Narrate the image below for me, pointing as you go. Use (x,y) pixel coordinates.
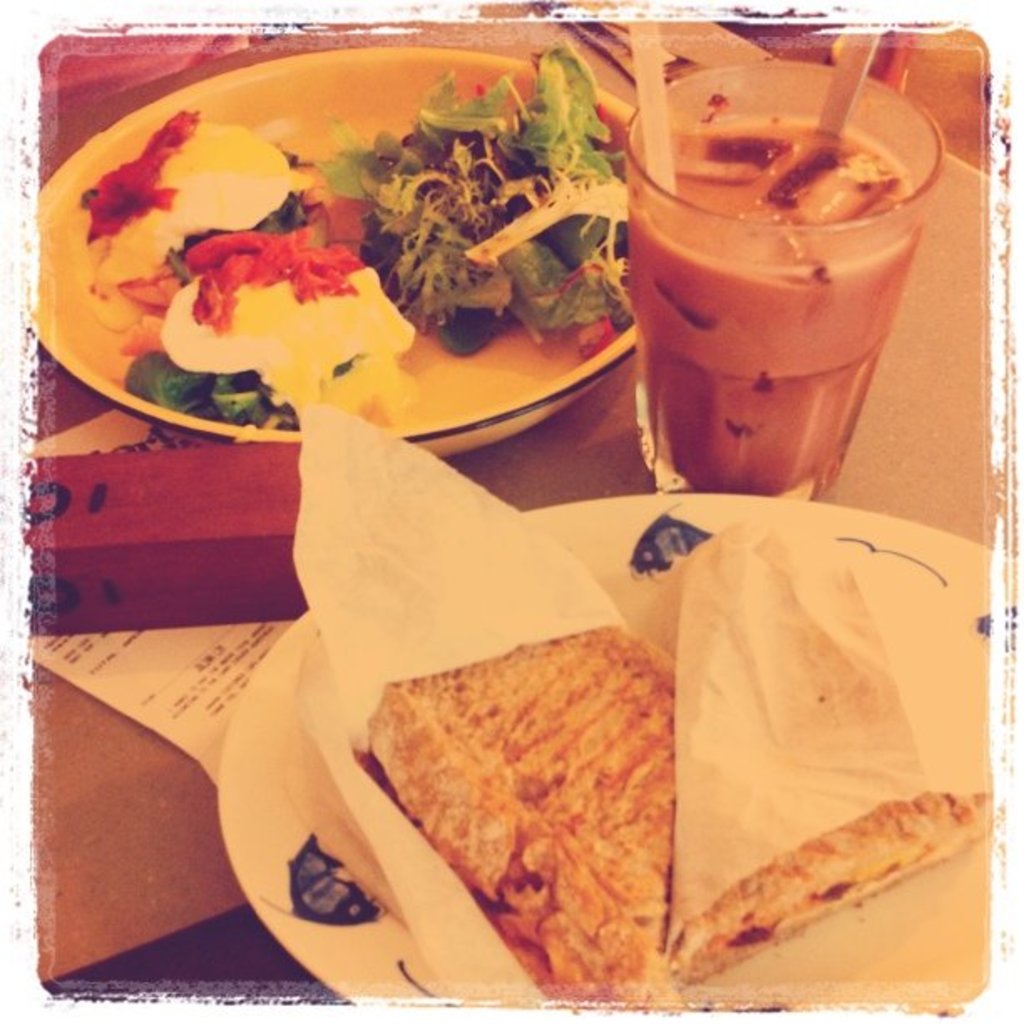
In this image there is a table (170,926) with two plates (221,762) of food items (474,725), a glass of milkshake (739,302), a paper (158,686) and an object (165,479) on it. There is a sandwich (478,785) and a salad (489,308) on the plate (496,353).
